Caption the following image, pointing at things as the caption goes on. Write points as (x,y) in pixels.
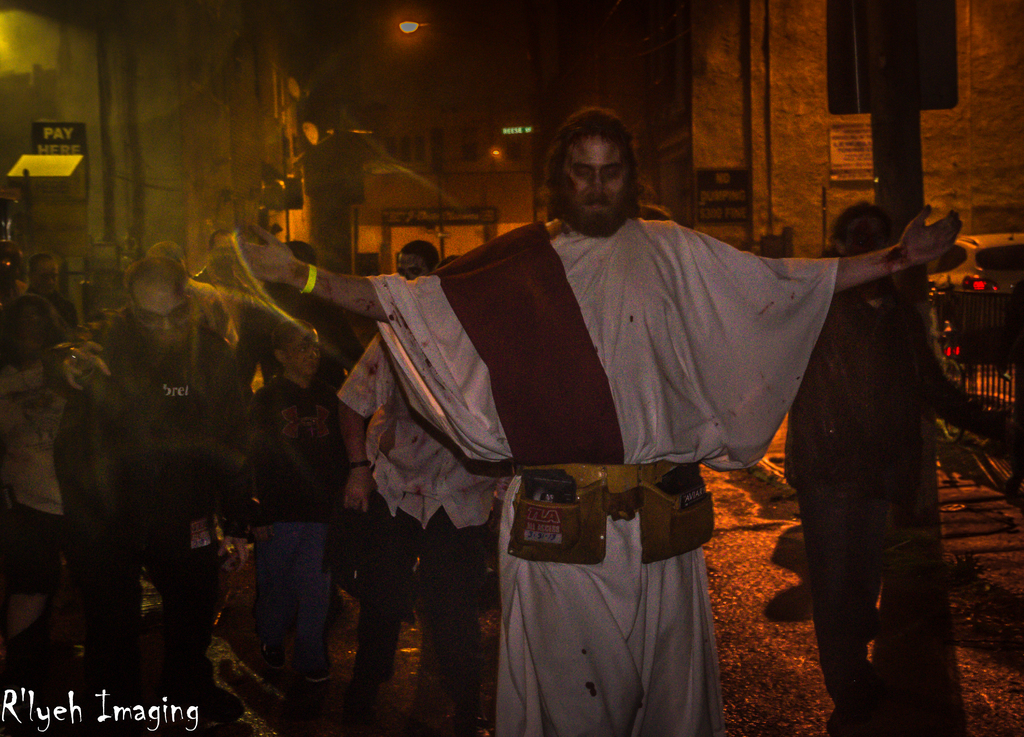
Here in this picture we can see number of people (313,335) standing on the road (1010,705) over there and each and everyone is portraying some cosplay (418,465) on him and behind him we can see buildings (201,104) present over there and we can see light posts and sign boards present here and there.
